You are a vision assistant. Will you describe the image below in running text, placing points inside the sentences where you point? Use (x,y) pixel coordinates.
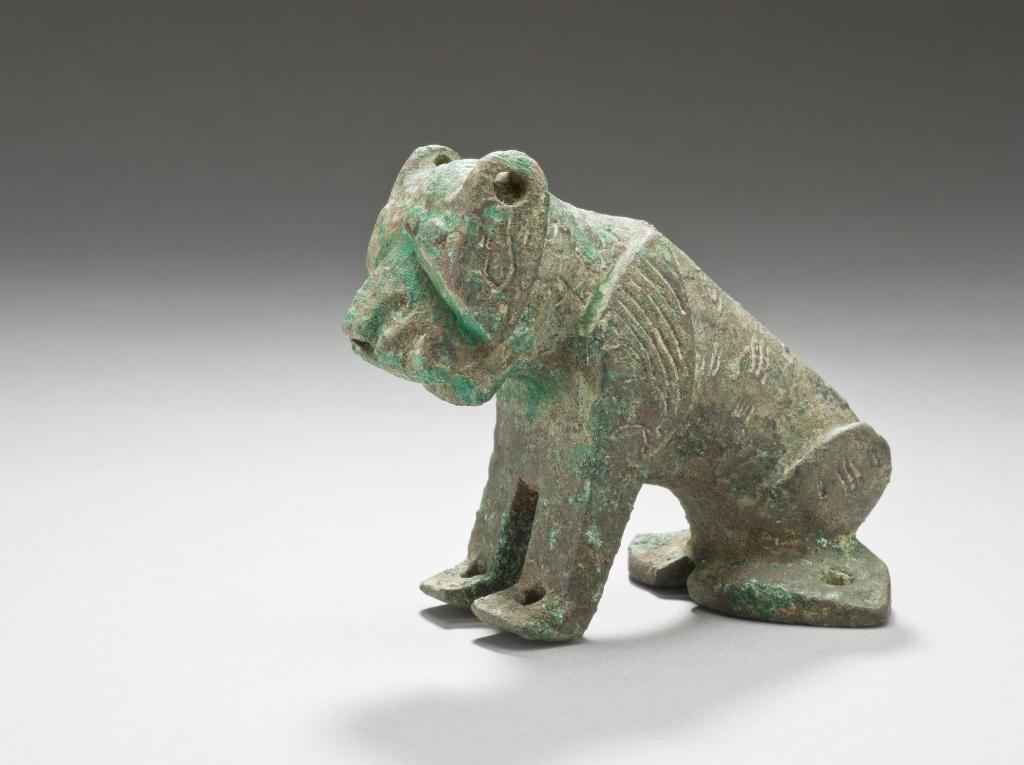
We can see statue (720,590) of an animal (690,590) on the surface (375,604). In the background (315,160) it is grey color.
